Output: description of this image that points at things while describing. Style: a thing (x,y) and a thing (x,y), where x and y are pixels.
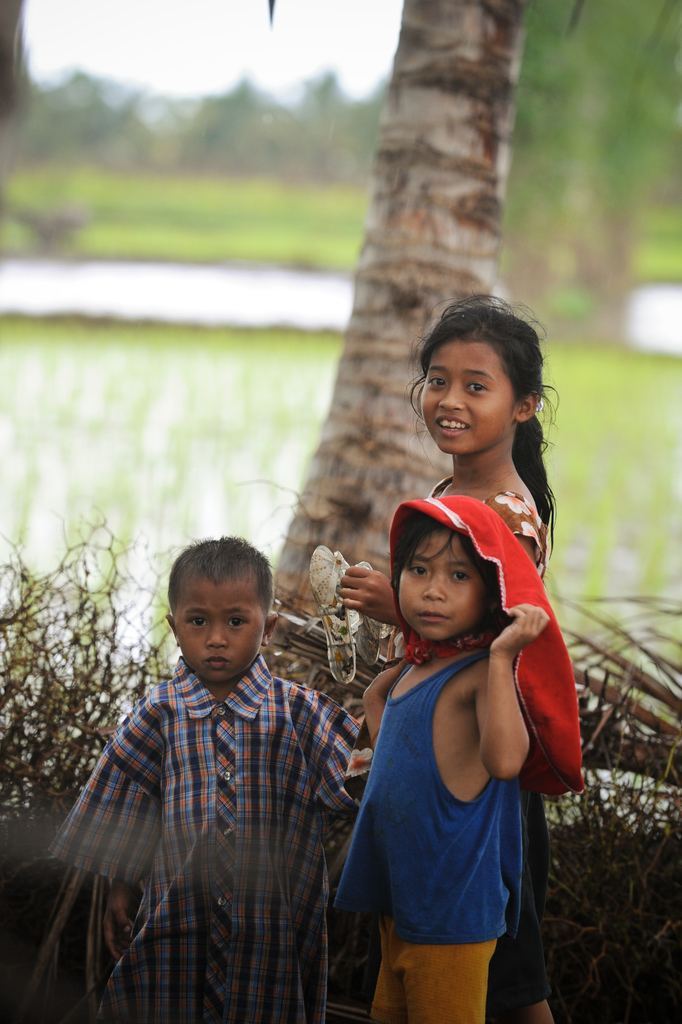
In this picture I can see few people (438,577) are standing and I can see red color cloth (425,508) on the head (453,602) of a girl (417,596) and I can see another girl (472,467) holding something in her hand (347,604) and I can see trees (395,147), water (316,287) and plants (648,786) and looks like field (176,370) in the back (135,203) and I can see a cloudy sky (279,56).
